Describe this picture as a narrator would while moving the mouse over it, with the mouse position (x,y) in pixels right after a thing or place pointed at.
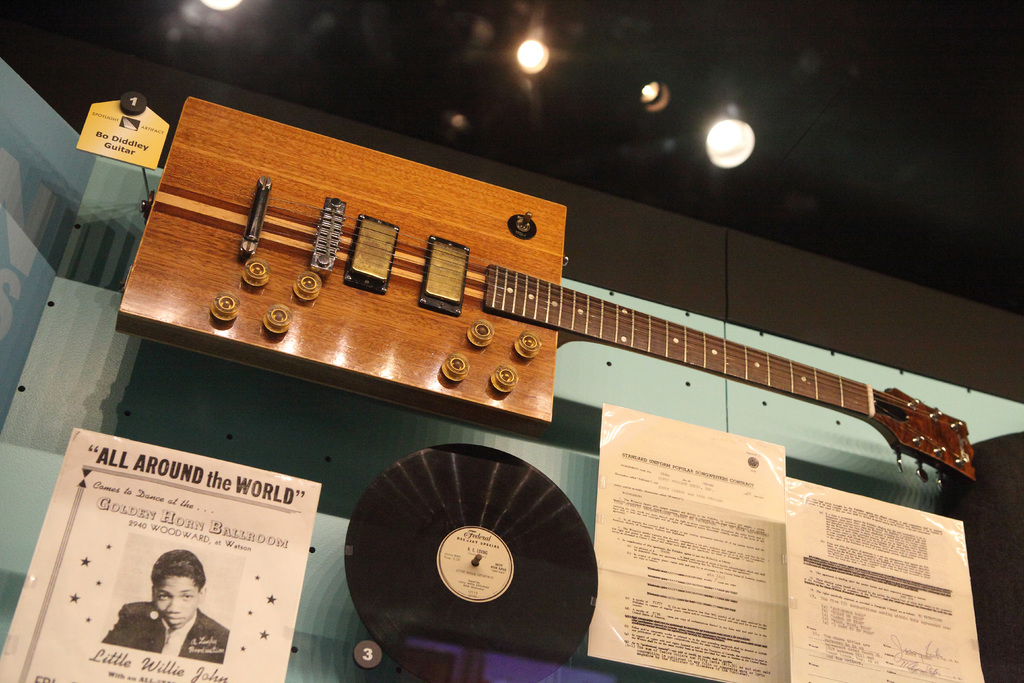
Here we can see guitar (350,252), poster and papers (792,561) attached on glass (228,366). Top we can see lights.
